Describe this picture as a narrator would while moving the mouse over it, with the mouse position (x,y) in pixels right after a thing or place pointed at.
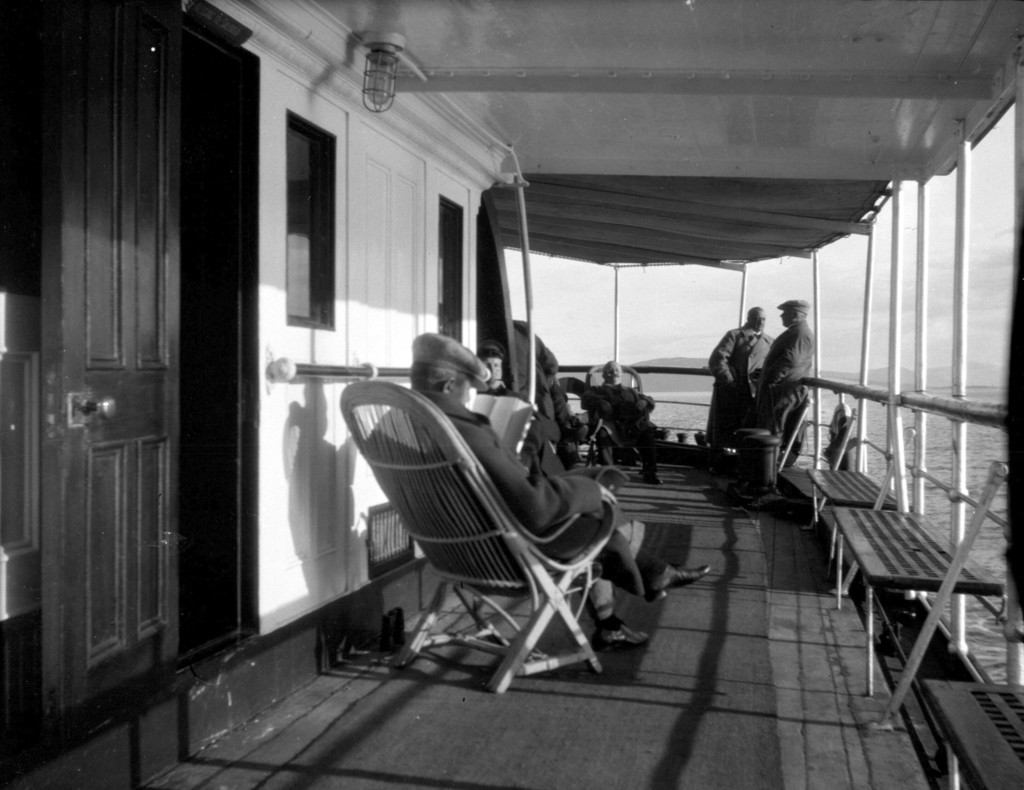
There are few persons (451,371) sitting in the left corner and there are two persons (753,377) standing in the right corner (773,390) beside a fence (898,465) and there are water (932,425) in the background (883,438).
